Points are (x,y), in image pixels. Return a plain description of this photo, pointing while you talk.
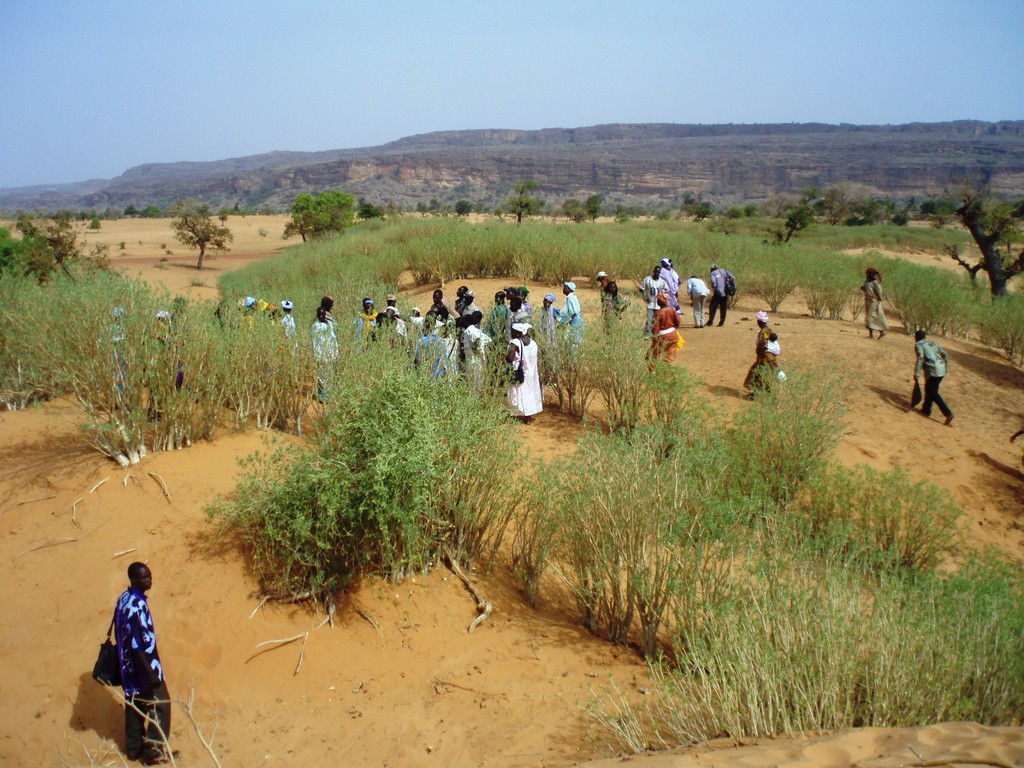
In this picture we can see a group of people (467,307) where some are standing and some are walking on the ground (317,675), trees (31,247), mountains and in the background (109,72) we can see the sky (128,24).
